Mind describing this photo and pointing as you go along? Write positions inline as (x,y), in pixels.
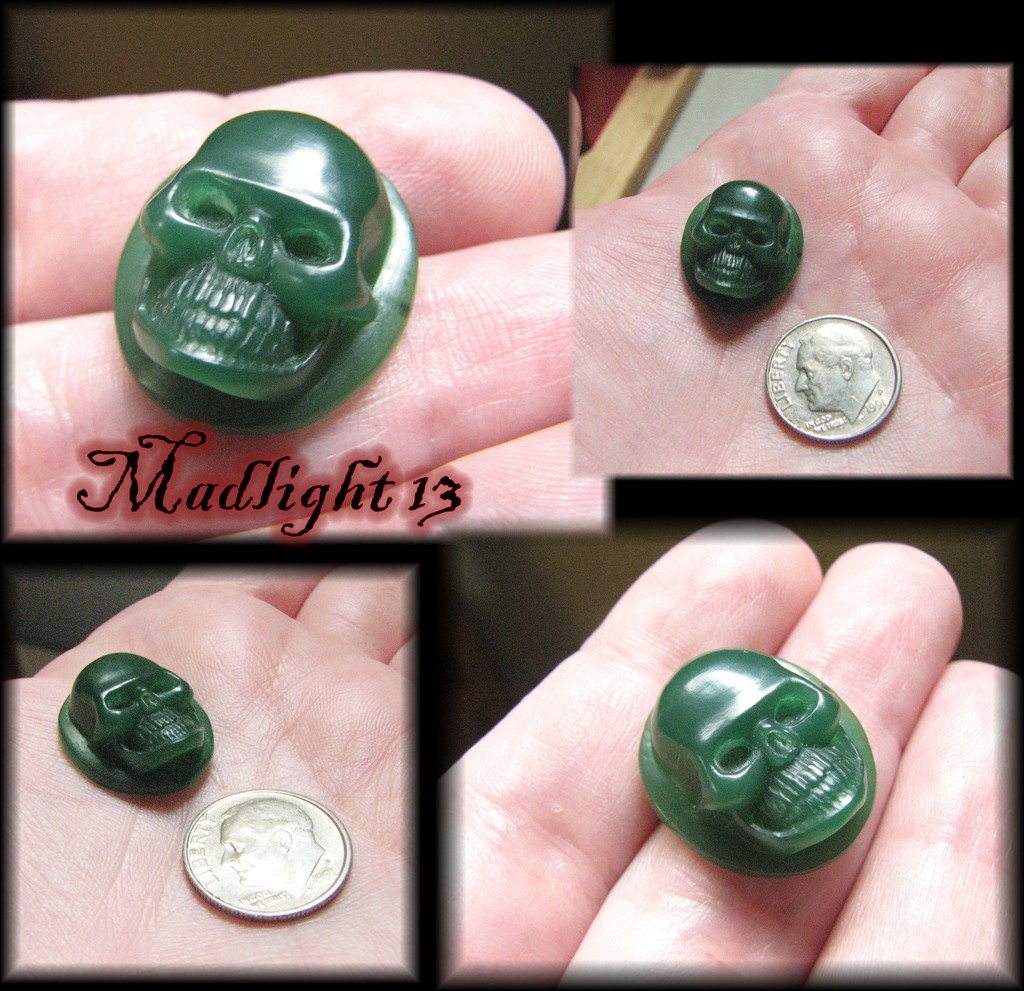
This is a collage picture and in this picture we can see an object (245,136) and a coin (859,337) on a person's hand (885,427) and some text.
